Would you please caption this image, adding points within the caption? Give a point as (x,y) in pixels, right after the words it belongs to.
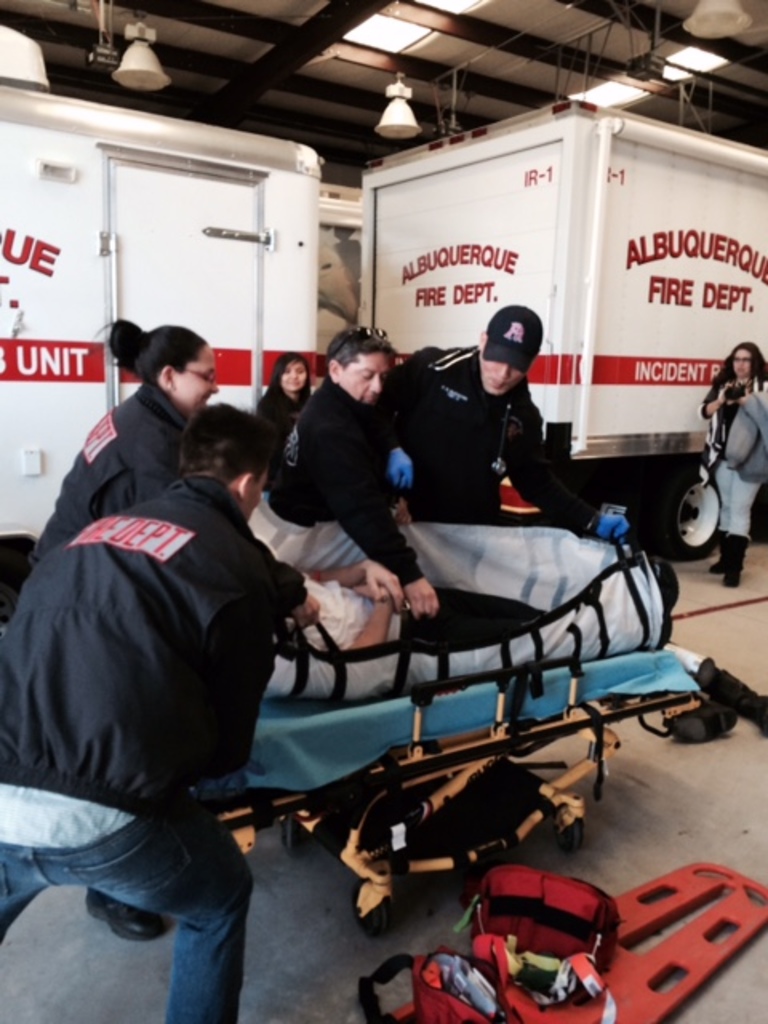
In this picture I can see some people (44,555) were standing near to the bed (296,791). On that bed (548,737) I can see a person (359,621) who is lying. At the bottom (560,975) I can see the red colour object (687,937). On the right (751,487) there is a woman (751,503) who is standing near to the trucks (679,430). At the top (418,131) I can see the lights (384,124).
